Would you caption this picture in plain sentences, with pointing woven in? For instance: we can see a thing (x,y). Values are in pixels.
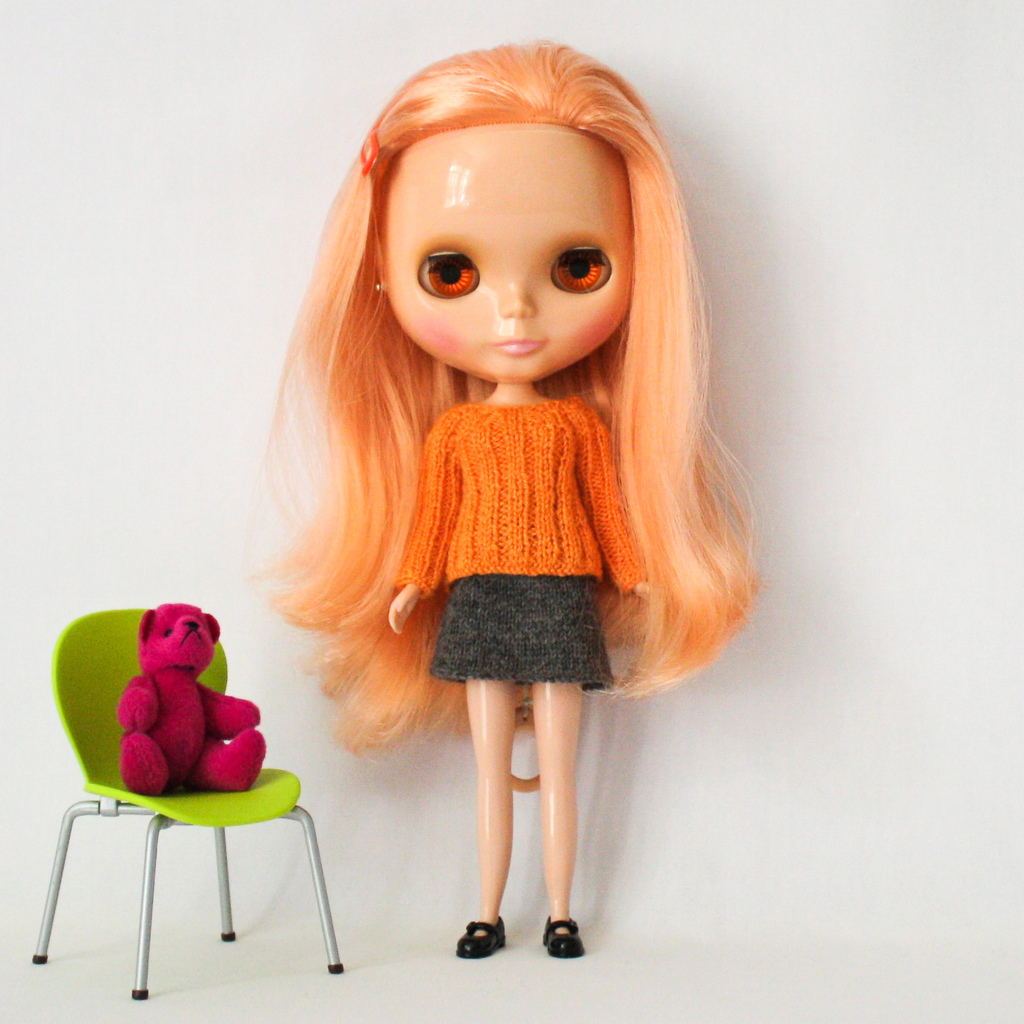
In this image there is a doll (531,294), beside the doll (506,549) there is another teddy bear doll (193,721) on a chair (121,674).
